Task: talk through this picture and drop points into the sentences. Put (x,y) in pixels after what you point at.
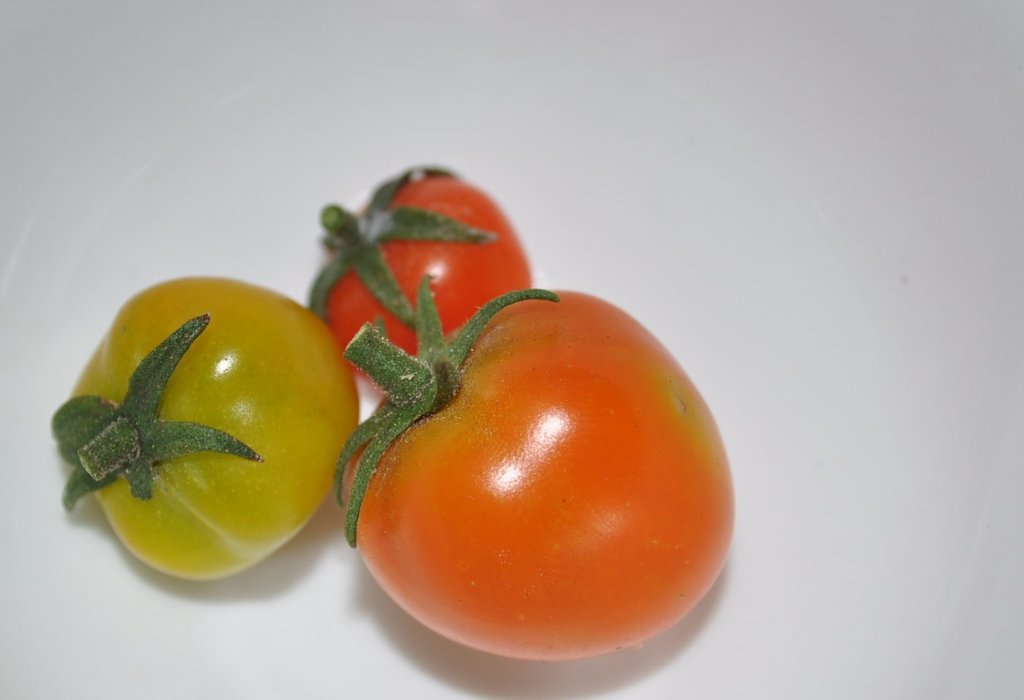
In this picture we can see tomatoes (456,488) on the white platform (477,685).
